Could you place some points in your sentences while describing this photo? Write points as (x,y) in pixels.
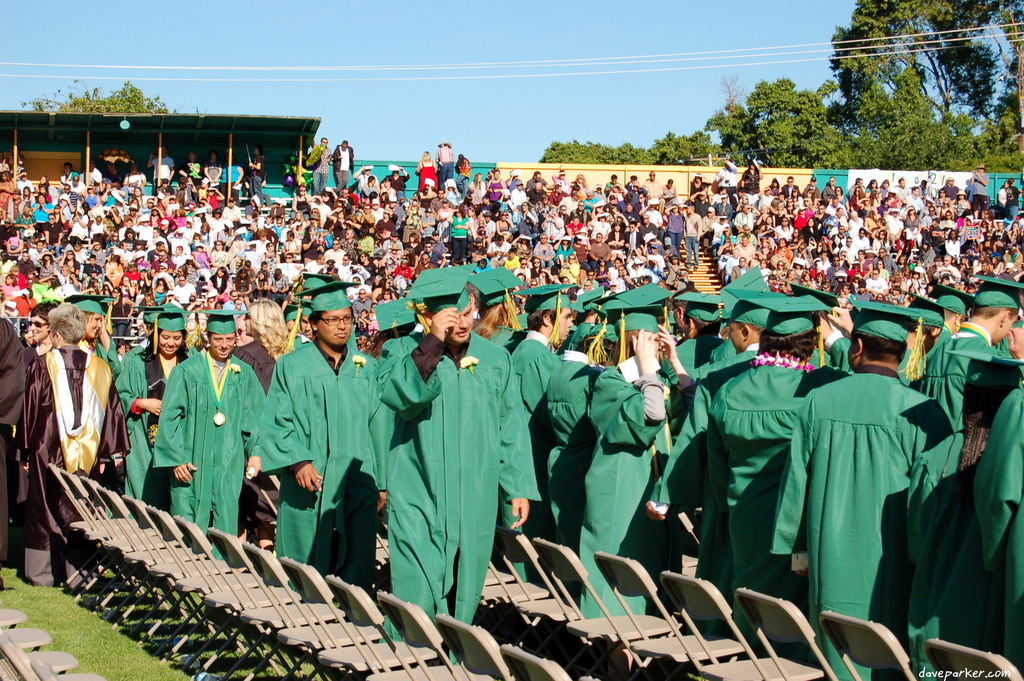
In this picture we can see a group of people (525,414), chairs (179,522) on the grass (33,613), shelter (27,147), wall (376,166), clothes (752,187), some objects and in the background (125,92) we can see trees (140,98) and the sky (460,105).
